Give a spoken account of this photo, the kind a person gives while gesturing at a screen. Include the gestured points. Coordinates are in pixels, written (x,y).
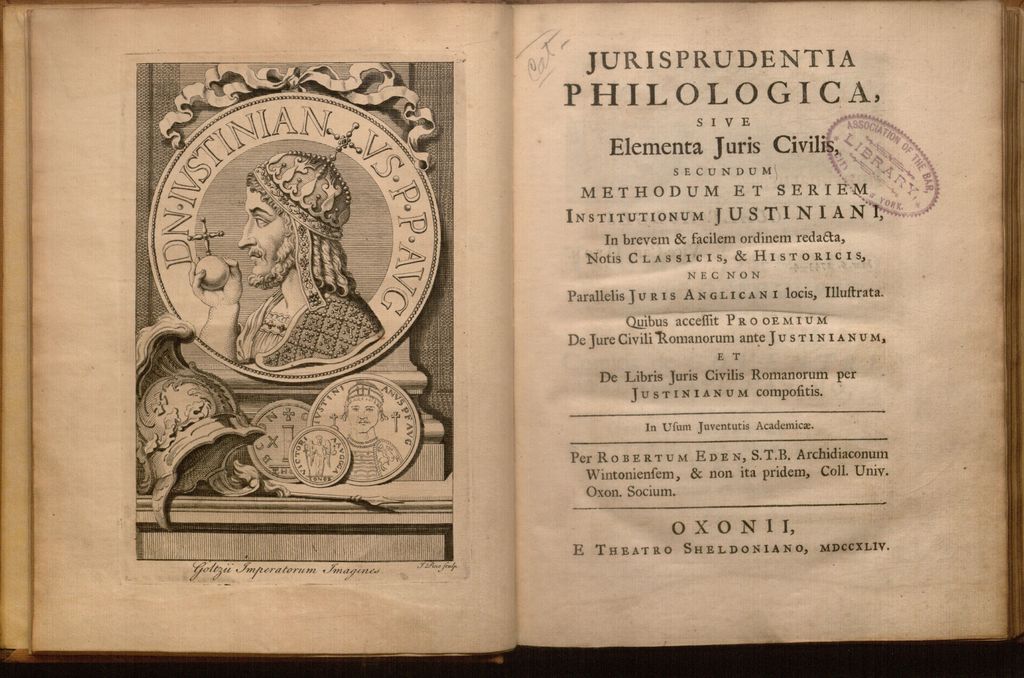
In this image I can see an open book (332,589). There is a image (338,486) on the left (229,338) and some matter (658,319) and stamp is present on the right (686,190).
